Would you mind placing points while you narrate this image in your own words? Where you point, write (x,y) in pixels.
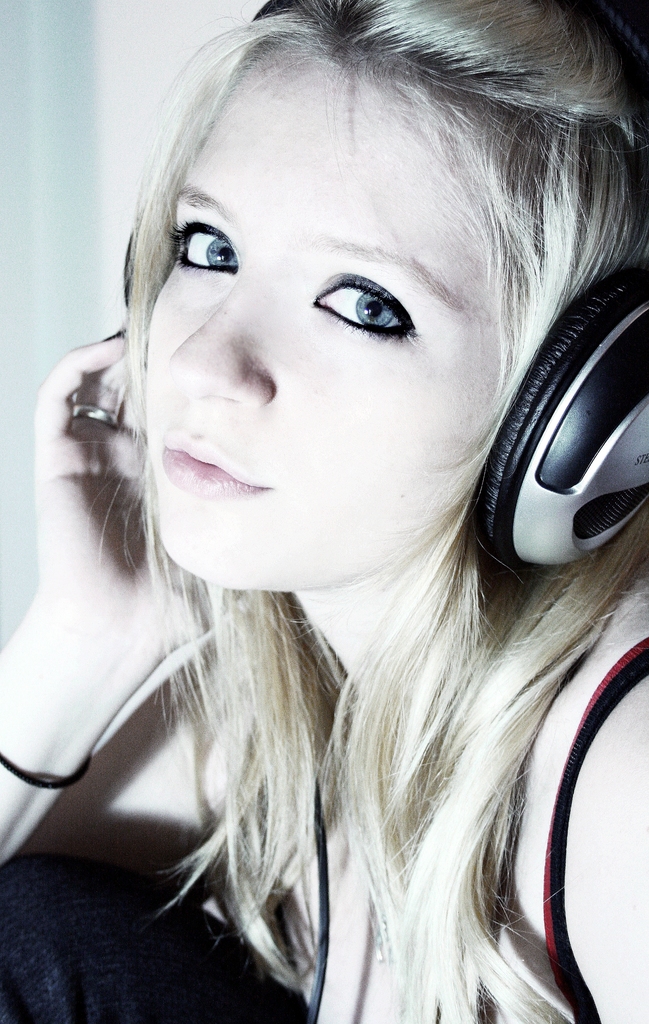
Woman (320,621) wearing headphones (571,440).
